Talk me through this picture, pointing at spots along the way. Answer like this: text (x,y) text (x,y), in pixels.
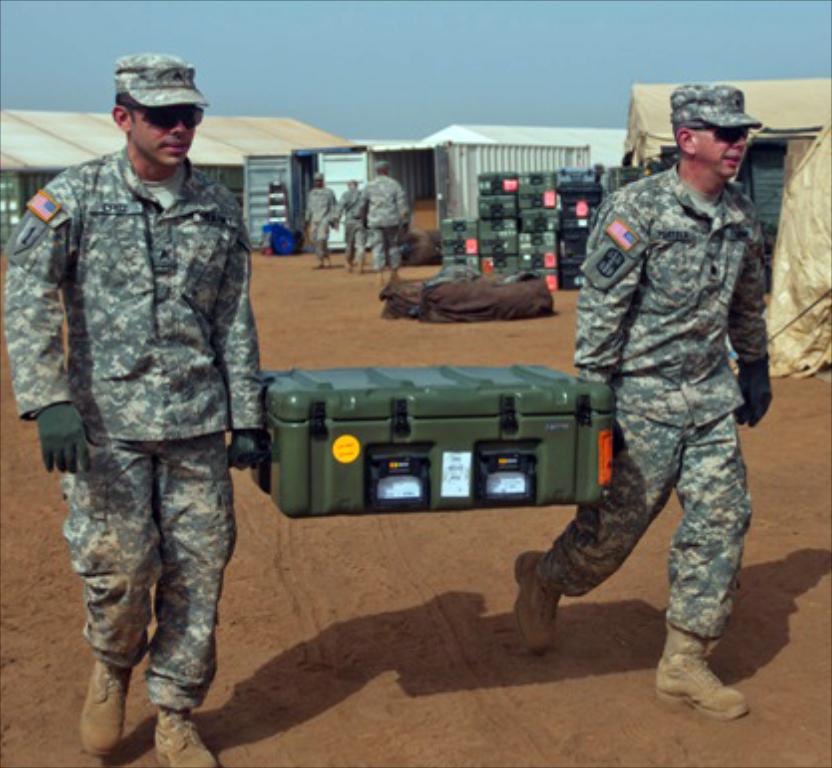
There are two soldiers (661,310) wearing cap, goggles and gloves (49,411) is holding a box (402,483). In the back (276,154) there are sheds (523,136), boxes (545,203) and people (380,213). In the background (398,66) there is sky (434,79).
